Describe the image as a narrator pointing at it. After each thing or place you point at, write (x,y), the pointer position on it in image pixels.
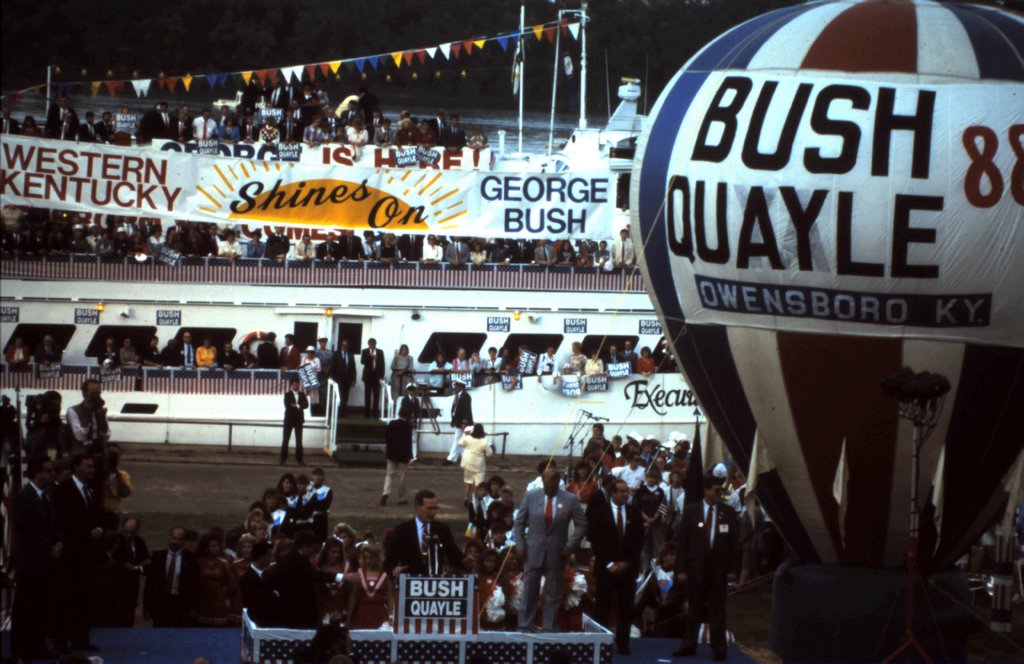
In this picture I can see there are few people (272,496) standing and there is a ship (350,298) in the backdrop (443,382) and it is crowded with people (404,257) and there is a hot air balloon (779,344) here on the right side (860,350).
